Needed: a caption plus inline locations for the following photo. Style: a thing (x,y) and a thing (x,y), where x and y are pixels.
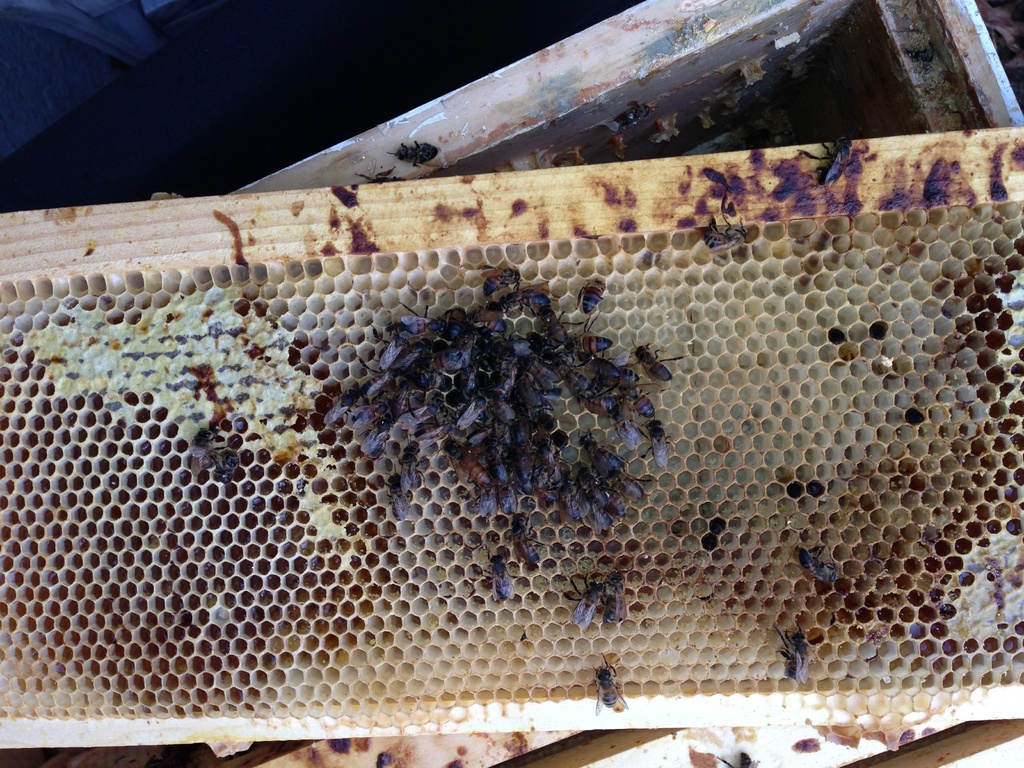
In the picture we can see the honeycomb (802,691) with group of honey bees (544,359) on it.
